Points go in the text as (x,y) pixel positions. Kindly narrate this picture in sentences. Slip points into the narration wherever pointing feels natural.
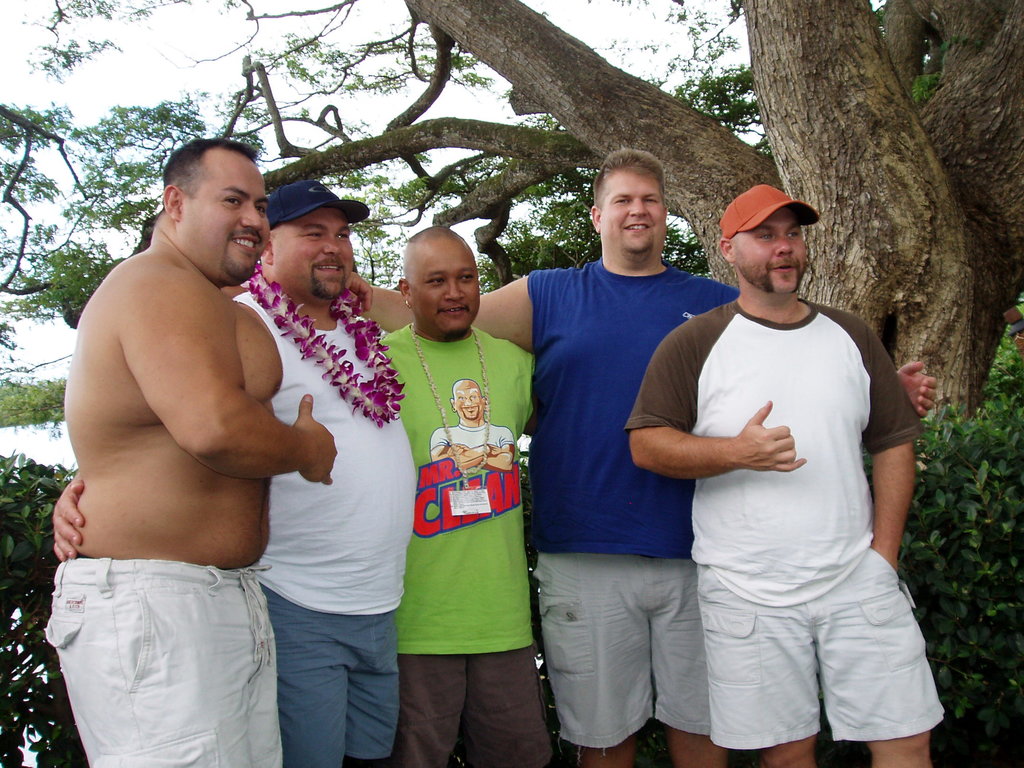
In the center of the image (661,451) we can see a few people (418,463) are standing and they are smiling. Among them, we can see two persons (389,435) are wearing caps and one person (362,440) wearing a flower garland (345,306). In the background (576,150) we can see the sky (205,46), clouds (372,68), trees (940,97), plants (998,366) etc.
